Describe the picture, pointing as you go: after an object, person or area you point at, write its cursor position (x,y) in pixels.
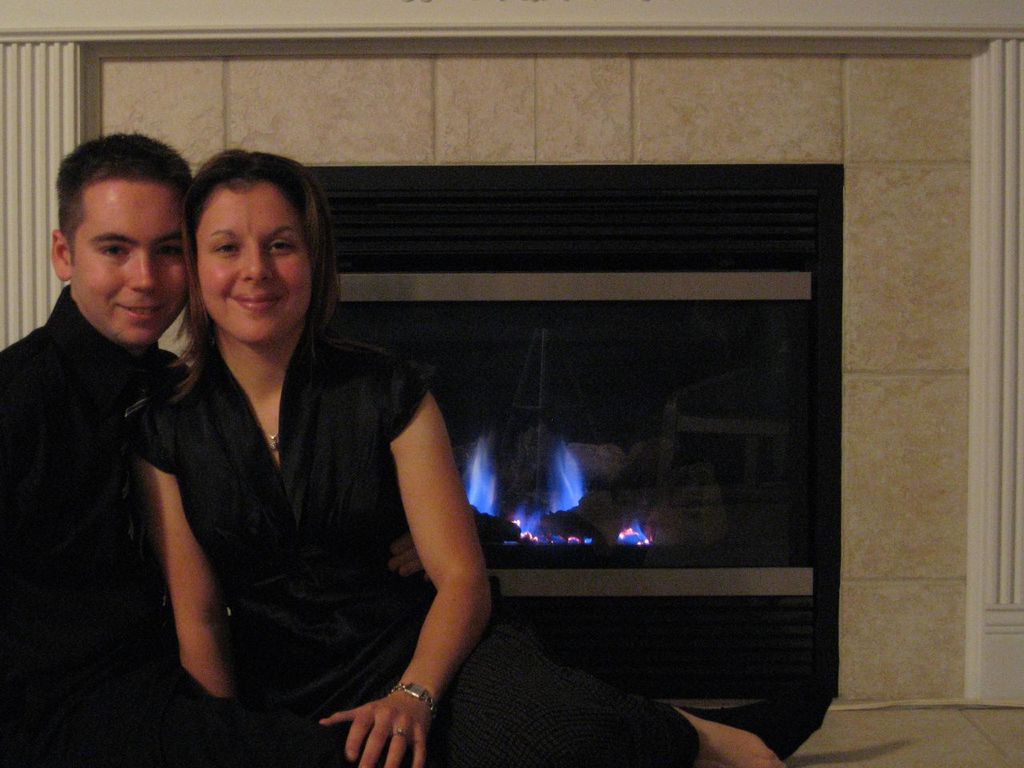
In this image we can see two persons (204,382) are smiling and in the background (620,570), we can see the fireplace (894,100).
